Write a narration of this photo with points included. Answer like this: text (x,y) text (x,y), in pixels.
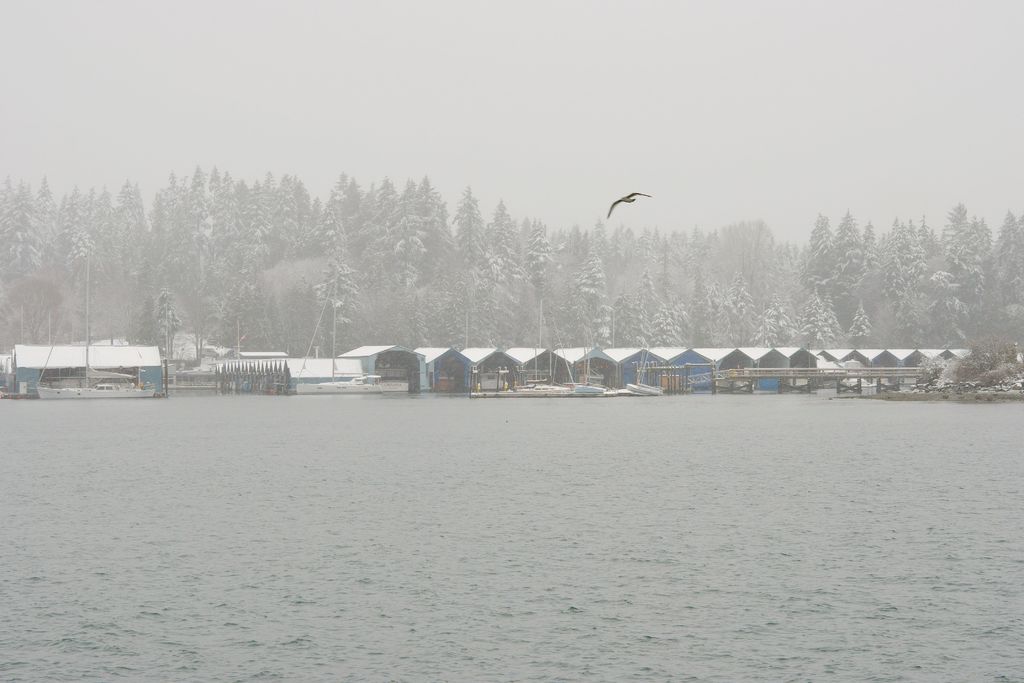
In this picture there is a bird (634,203) flying in the air (690,185) and there is water (573,533) below it and there are trees (568,315) and some other objects (611,368) covered with snow (546,281) in the background (305,363).
